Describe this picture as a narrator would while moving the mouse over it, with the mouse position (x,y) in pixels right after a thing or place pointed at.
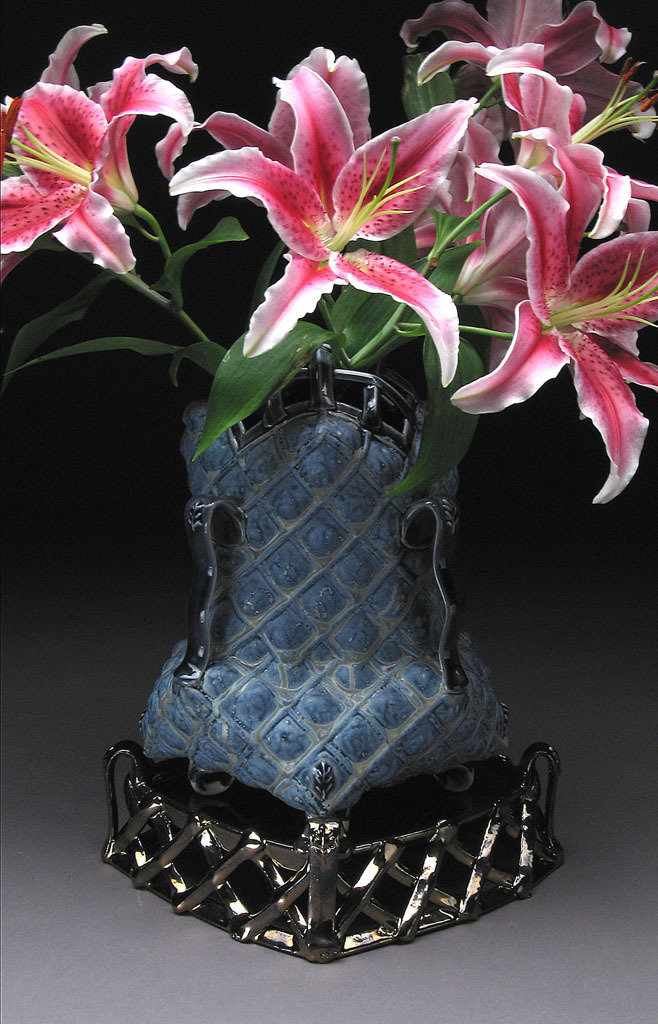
In this image, this looks like a flower vase (233,489) with a bunch of flowers (290,230) in it. These flowers (107,169) are pinkish in color. The background (106,412) looks dark.
